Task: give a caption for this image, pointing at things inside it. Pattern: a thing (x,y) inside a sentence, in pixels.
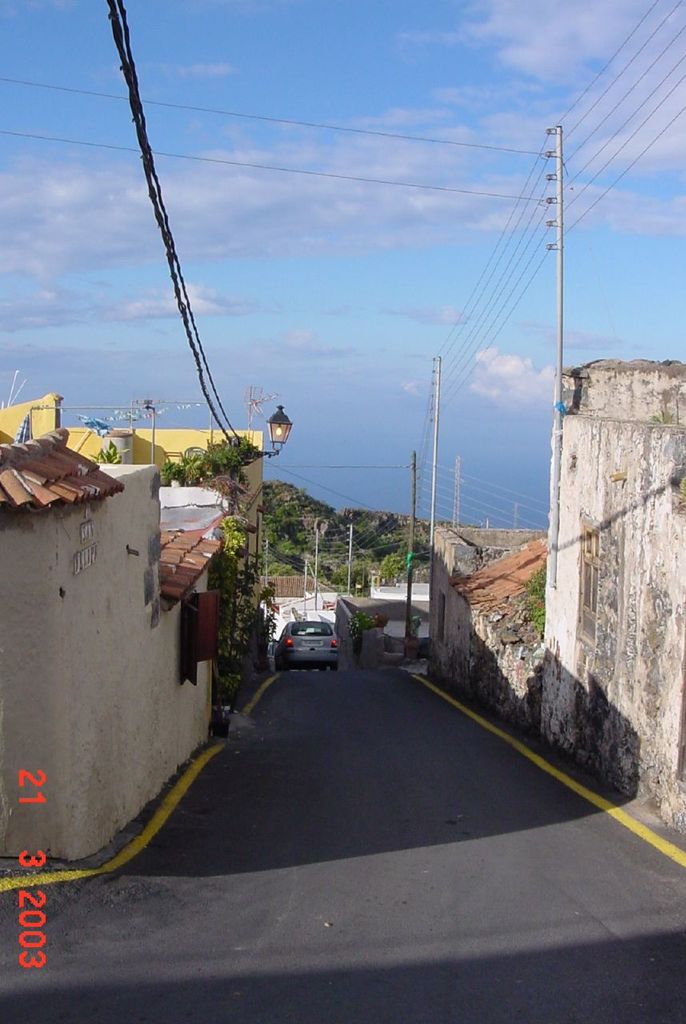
In this picture we can see the vehicle (299,660) is moving on the road (338,753), beside we can see some houses (11,498).
